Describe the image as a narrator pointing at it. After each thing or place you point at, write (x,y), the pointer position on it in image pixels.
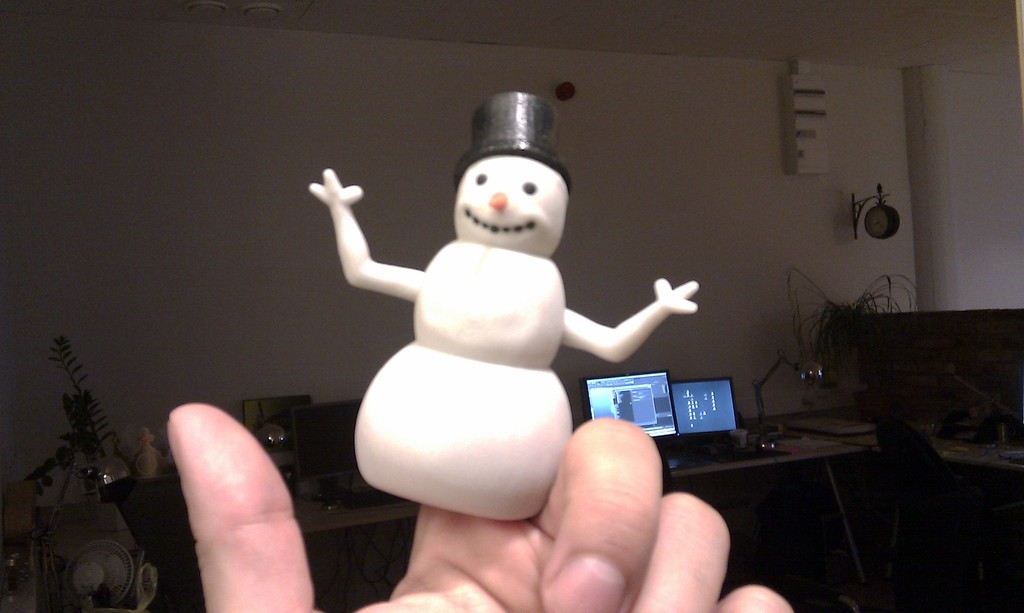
In this image, we can see a figurine (444,276) on the person's hand (485,529) and in the background (670,413), there are monitors (684,381), cables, plants (831,326), a table fan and some other objects (100,469) on the table (792,441) and there is a clock (873,225) on the wall (636,210).
